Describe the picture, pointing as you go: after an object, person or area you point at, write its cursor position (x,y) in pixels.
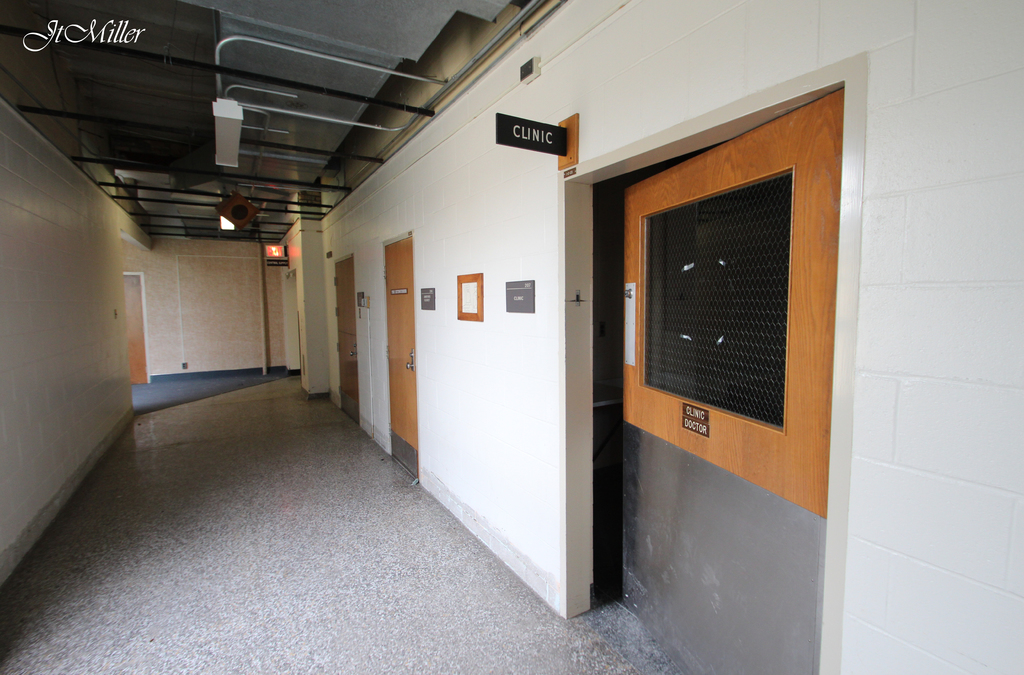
This picture shows inner view of a building (208,401) we see few doors (736,317) and name boards (502,125) to the wall (604,144) and few boards (525,285) fixed to the wall (432,263) and a frame (467,311) and we see watermark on the top left corner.
